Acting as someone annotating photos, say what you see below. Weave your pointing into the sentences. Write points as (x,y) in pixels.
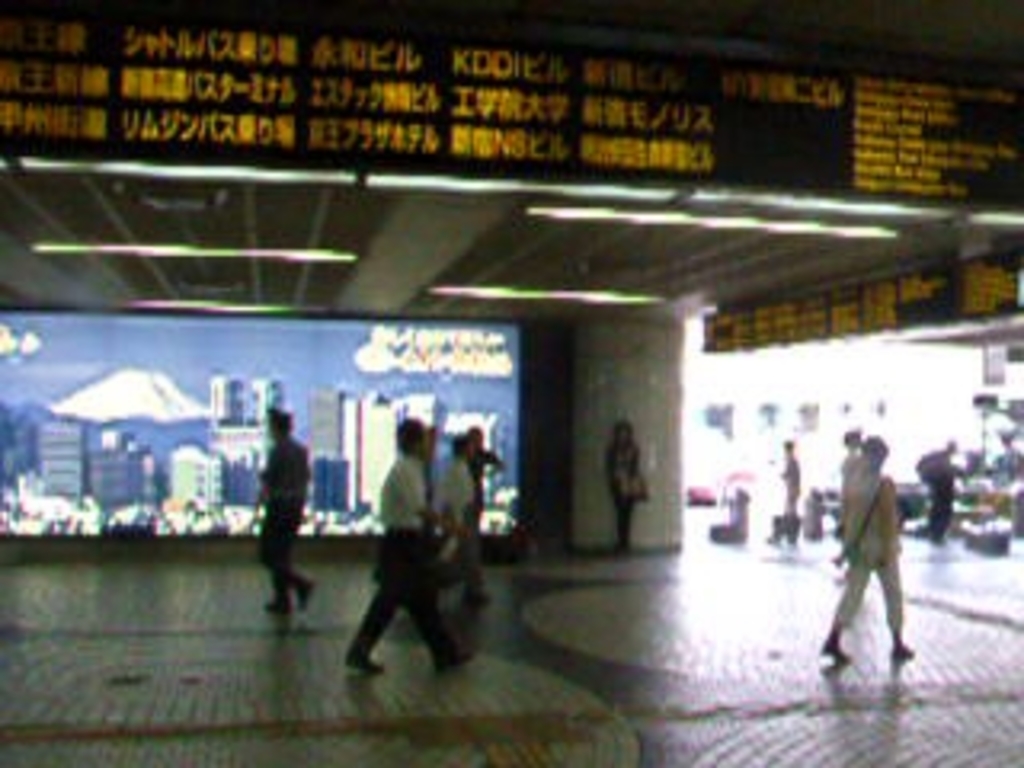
There are group of people (384,499) walking. This looks like a name board (501,159). These are the tube lights (586,215), which are hanging to the roof (599,229). I think this is the poster (380,369). This looks like a pillar (664,395).
